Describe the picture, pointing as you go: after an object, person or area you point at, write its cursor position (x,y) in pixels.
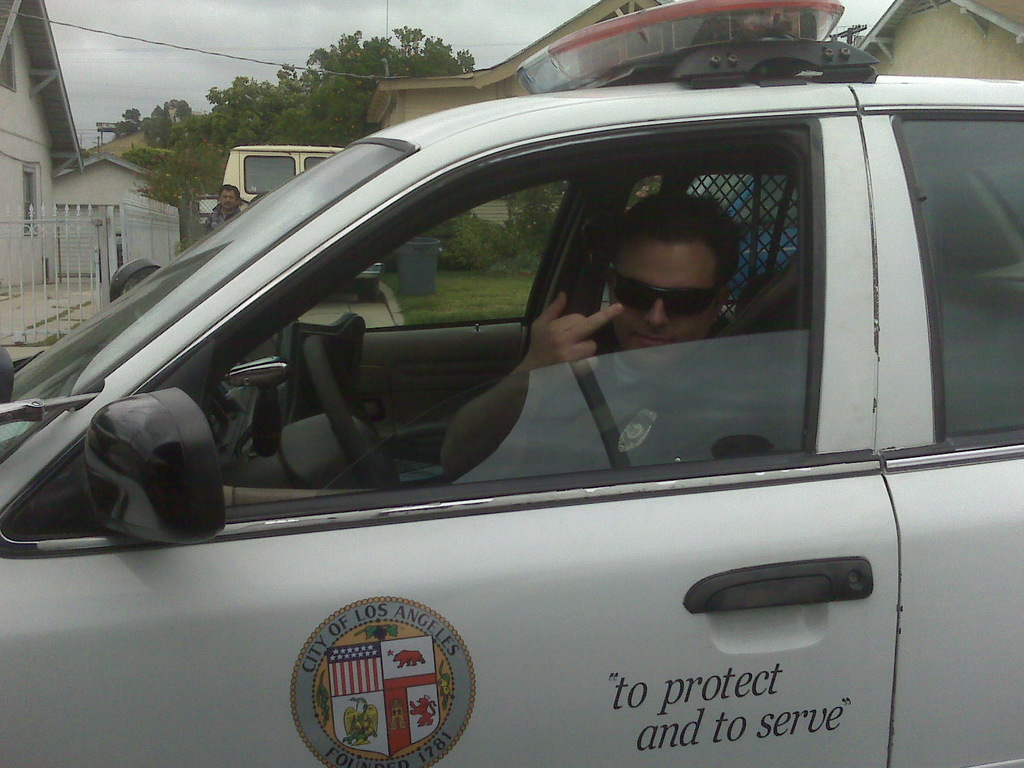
In the image there is a man (535,334) sitting on white color car (666,645) in background (243,194) there is a another man (234,203) standing and van (293,158) buildings (85,181) on right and left side (75,189) trees (358,59) and sky (259,27) is on top (243,27).
